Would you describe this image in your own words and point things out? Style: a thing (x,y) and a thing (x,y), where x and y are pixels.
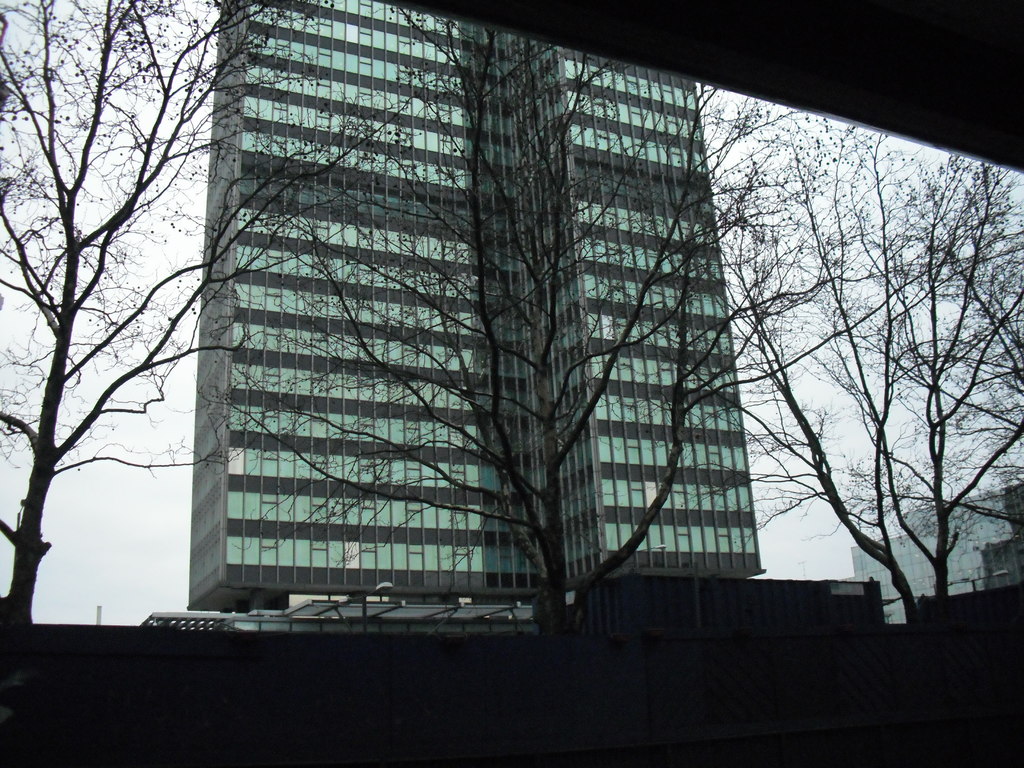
In this image there are trees (604,376), behind the trees (554,416) there are buildings (598,348).
